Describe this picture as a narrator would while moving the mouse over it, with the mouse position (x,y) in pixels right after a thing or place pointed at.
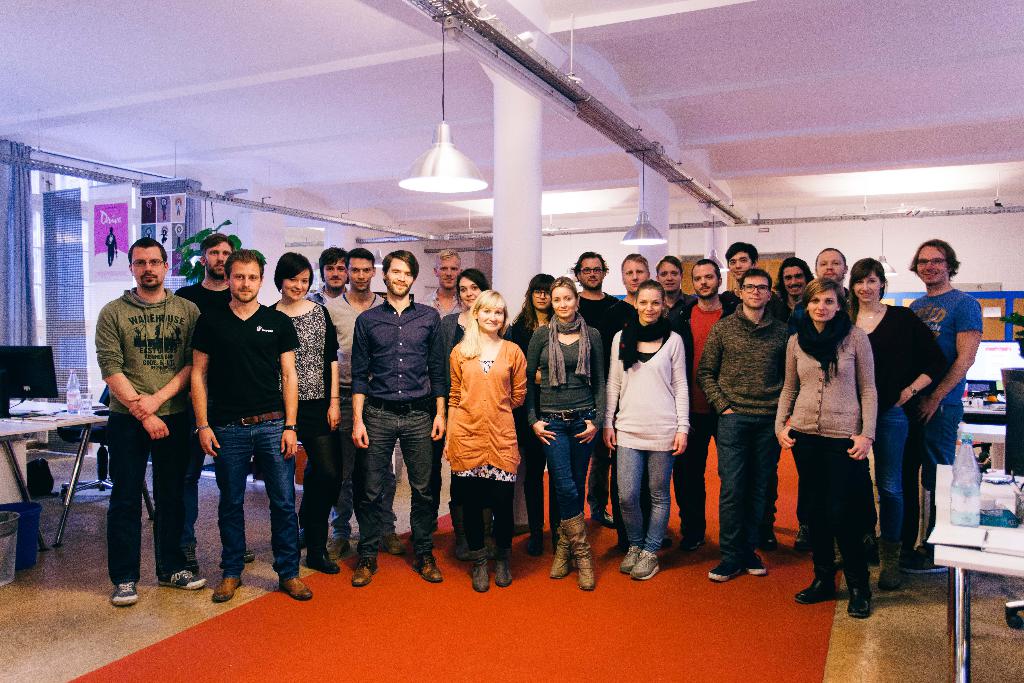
There are group of people (325,282) standing and smiling. These are the lamps (440,163) hanging. I can see the pillars (525,132). This looks like a curtain (25,308), which is hanging to the hanger (87,178). I can see a table (44,429) with a laptop (28,386), water bottle (69,402), papers (55,414) and few other things (54,417) on it. On the left side of the image (6,527), I think these are the dustbins (20,543). This is a red carpet (499,630), which is on the floor (862,651). On the right side of the image (996,516), these look like the tables (963,574) with a water bottle (961,483) and few other objects (995,503) on it.
